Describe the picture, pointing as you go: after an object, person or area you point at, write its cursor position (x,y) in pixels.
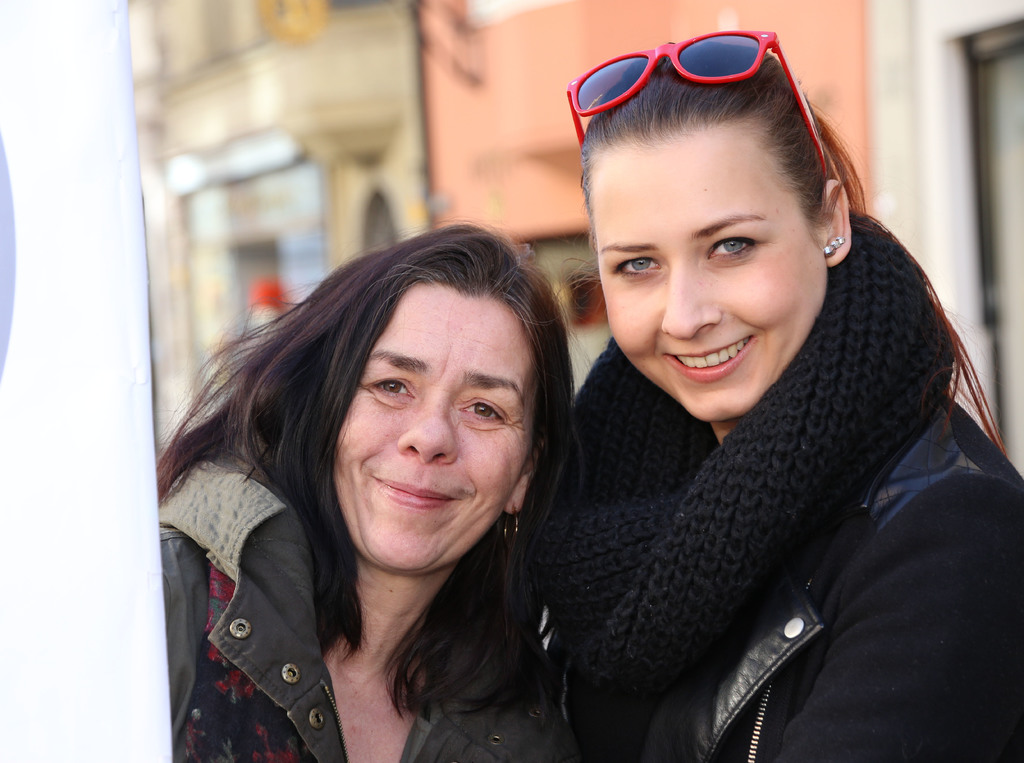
In this picture we can see two women (683,363) smiling, in the background (465,56) there are building (406,61), we can see a blurry background (887,34), a woman (883,458) on the right side (878,347) wore a scarf (819,522).
